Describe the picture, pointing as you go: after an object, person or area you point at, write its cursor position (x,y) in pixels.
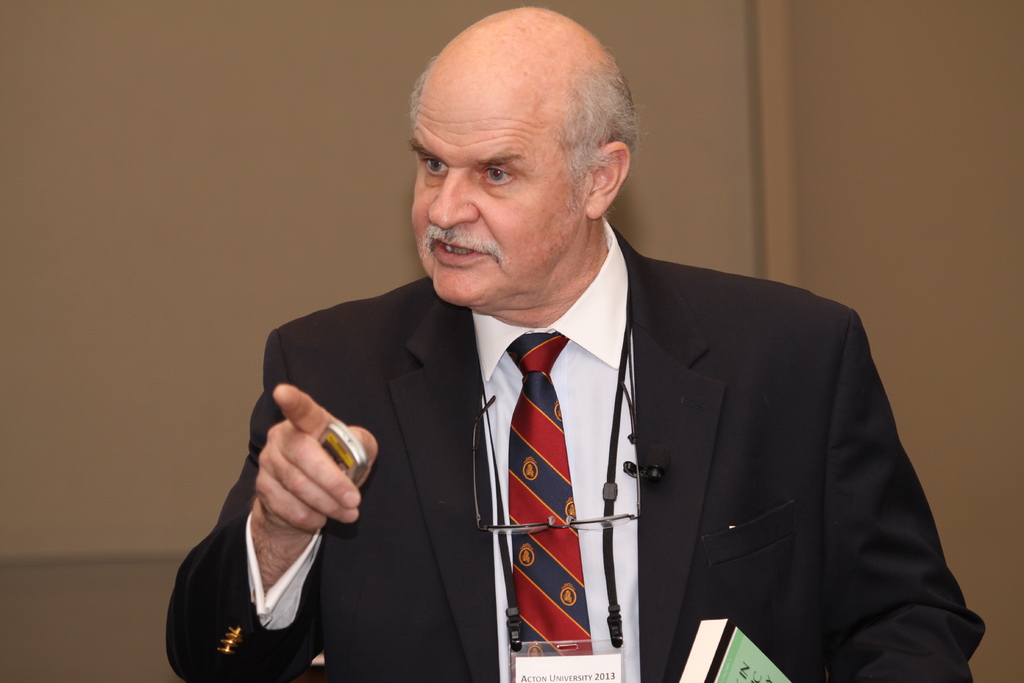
In this picture we can see a man (417,207) wore a blazer (385,333), tie (538,432), holding a device (347,452) with his hand (358,511) and in front of him we can see a book (747,641), spectacles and in the background (249,168) we can see the wall (219,220).
